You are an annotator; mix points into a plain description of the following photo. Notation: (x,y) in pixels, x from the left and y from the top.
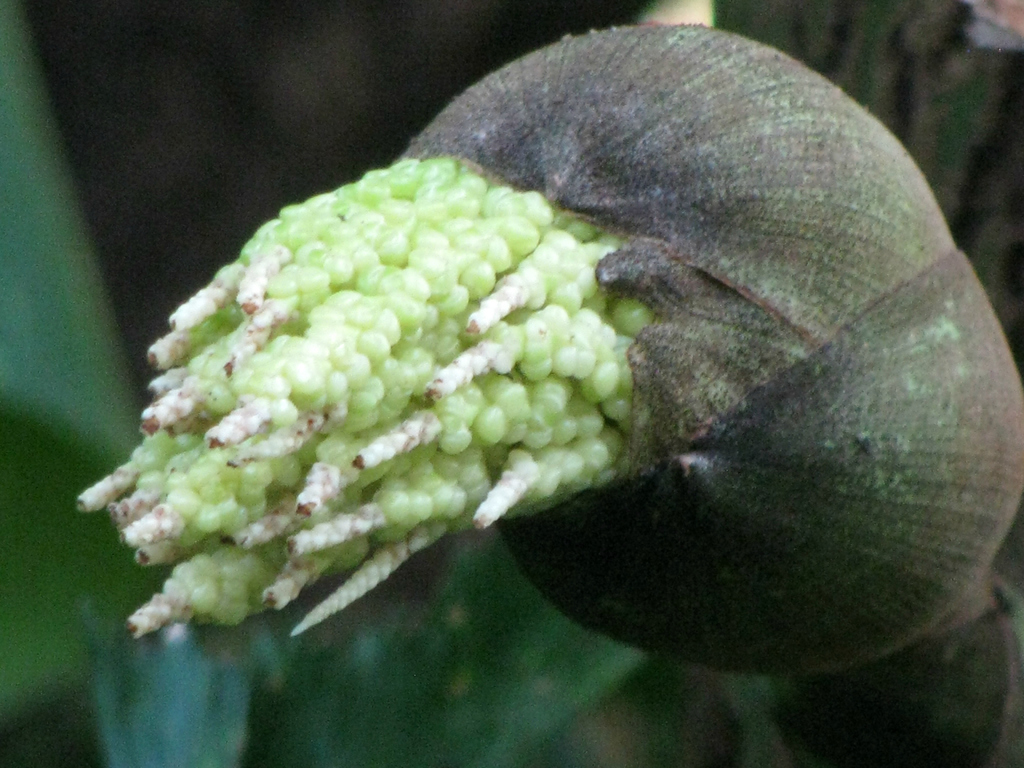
In this image there are seeds (503,357) coming out of a bag (748,486) of a tree (809,545). Behind them there are leaves (63,269).
